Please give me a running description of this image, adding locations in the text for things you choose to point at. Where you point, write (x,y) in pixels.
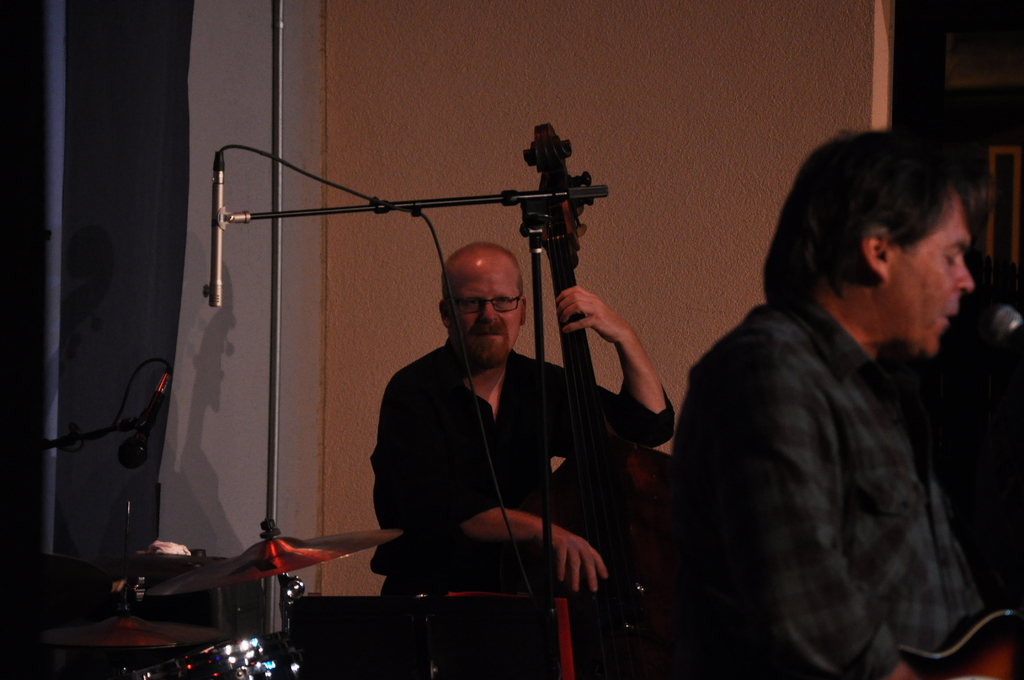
In this picture I can see two persons (924,539) sitting and holding musical instruments (583,583), there are mike's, cymbals (113,622) with the cymbals stands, and in the background (272,26) there is a wall (668,170).
